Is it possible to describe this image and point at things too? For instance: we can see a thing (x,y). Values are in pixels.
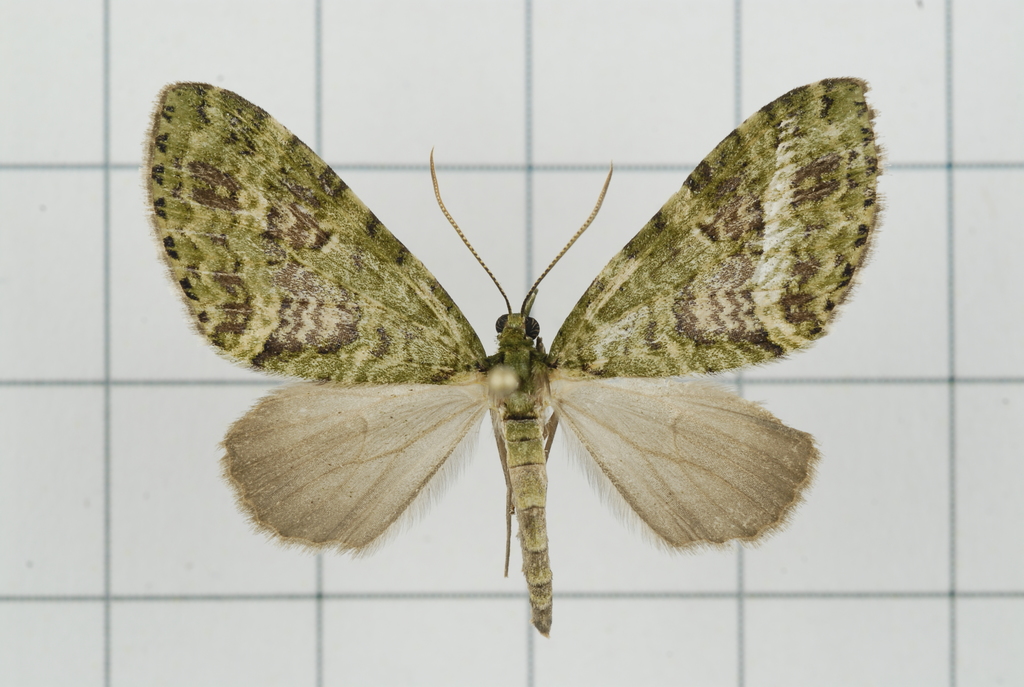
As we can see in the image, there is a insect (468,337) on white color tiles (557,63).
